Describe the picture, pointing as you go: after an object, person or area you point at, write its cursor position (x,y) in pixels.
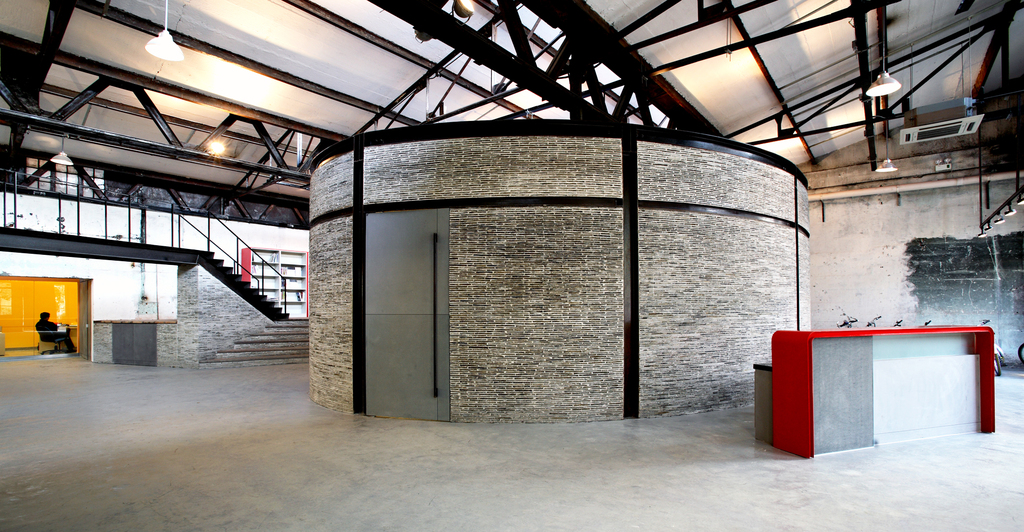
In this picture, we can see a house (444,272), shed (262,165) with lights (220,139), person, stairs (282,353), railing (287,314), red color object (975,412), floor (832,494) and the wall (914,222), door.
